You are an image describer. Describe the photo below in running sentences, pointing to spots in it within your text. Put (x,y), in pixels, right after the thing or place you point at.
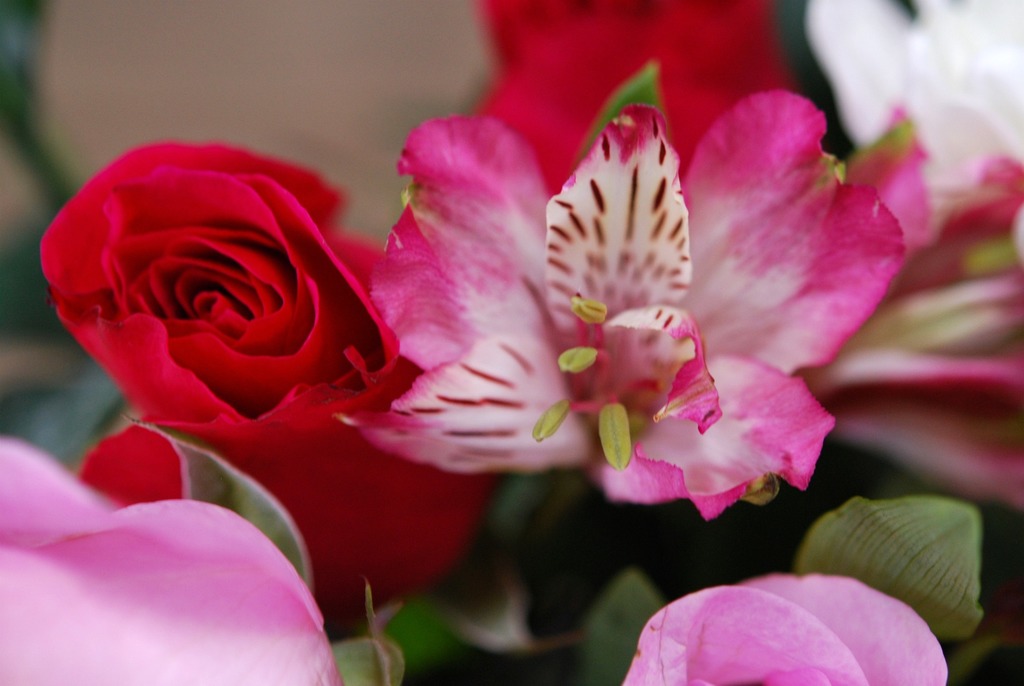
In this image, we can see some flowers (200,227).
